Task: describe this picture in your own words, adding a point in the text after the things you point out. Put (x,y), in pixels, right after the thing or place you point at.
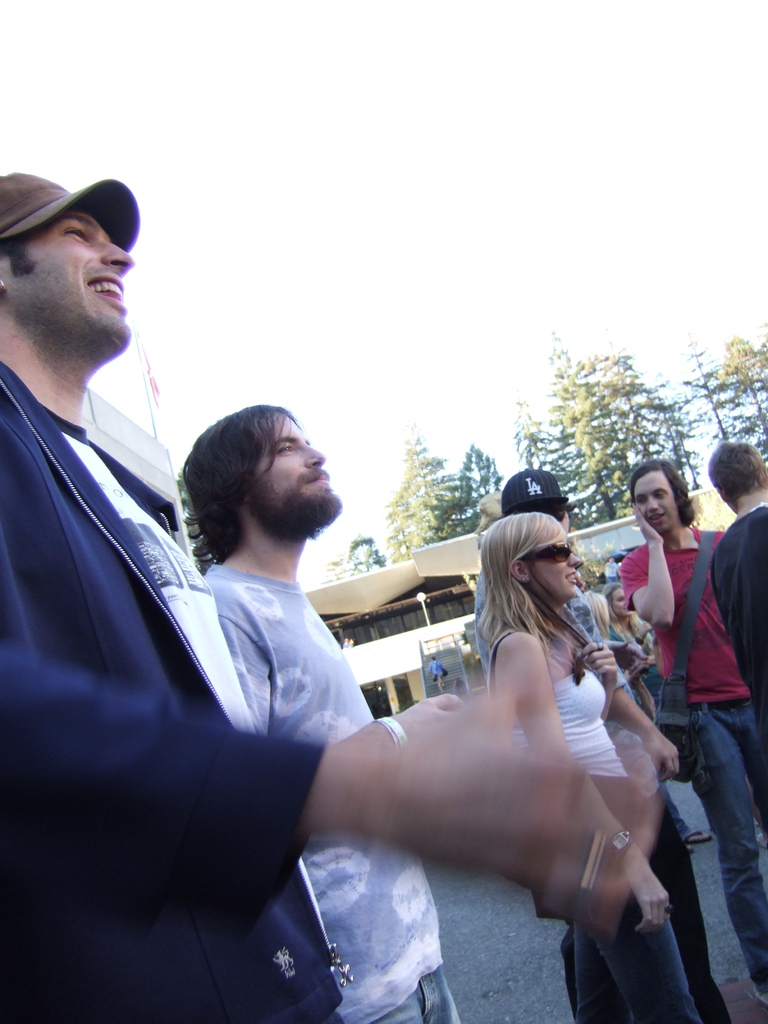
In the picture we can see some people (277,653) are standing and talking to each other and some people (5,480) are smiling and behind them we can see two buildings (703,500) and behind it we can see trees (762,355) and sky (322,272).
